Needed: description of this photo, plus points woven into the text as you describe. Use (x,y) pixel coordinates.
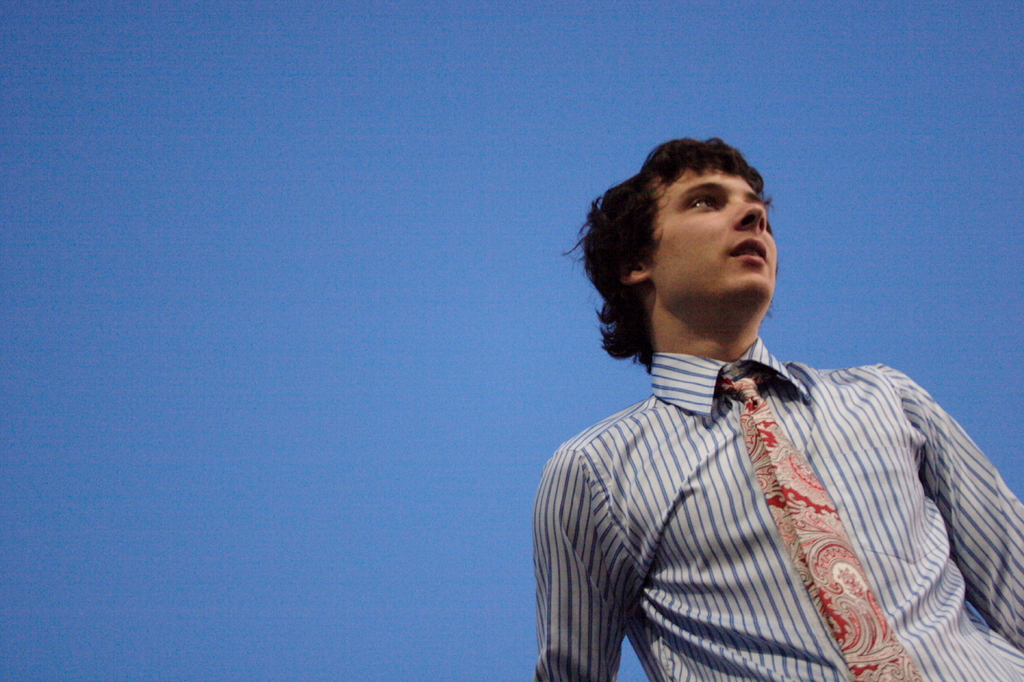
On the right side of the image (878,505) we can see one person (727,573) is standing. And he is wearing a tie (822,546) and a blue and white color shirt (821,448). In the background (584,420) we can see the sky (195,213).
